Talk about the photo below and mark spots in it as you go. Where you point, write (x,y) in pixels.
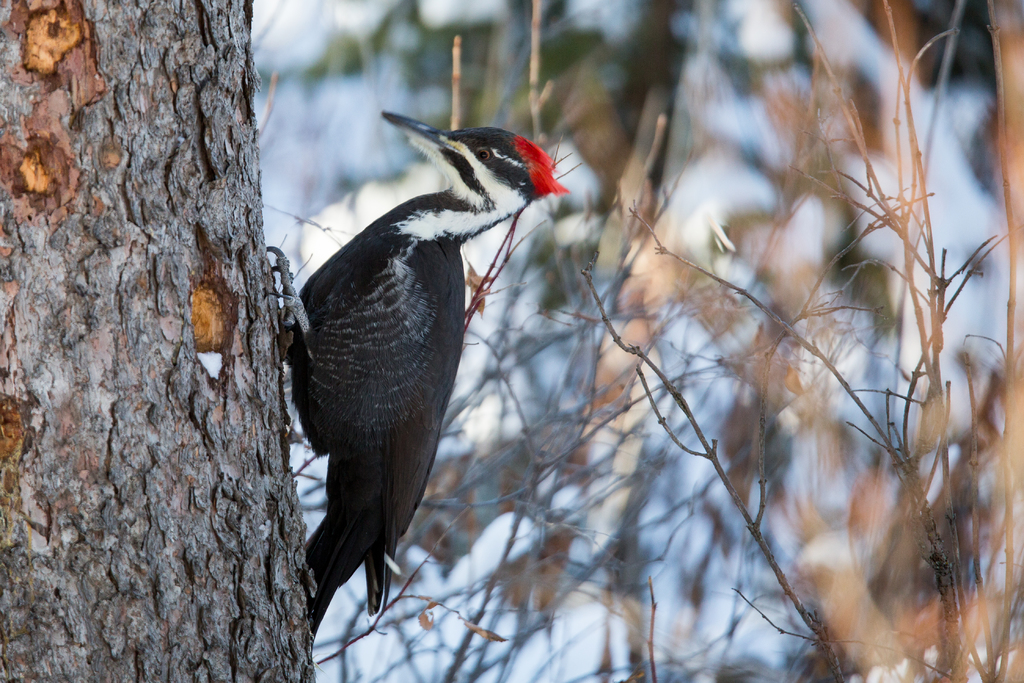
There is one bird (362,307) sitting on a bark (243,364) of a tree (230,382) on the left side of this image (257,344), and there are some plants (588,266) present on the right side of this image (712,452).
